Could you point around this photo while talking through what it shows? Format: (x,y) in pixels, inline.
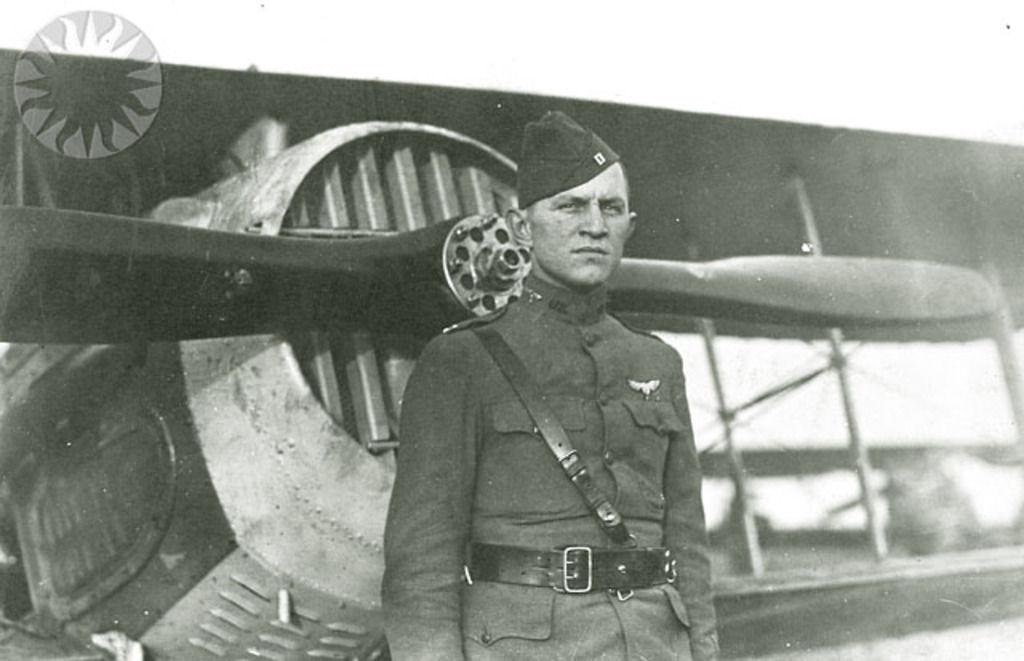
This is a black and white image. In this image we can see a person (608,543) standing. On the backside (374,409) we can see an airplane (410,329), the sky (778,359) and the logo (48,136).
